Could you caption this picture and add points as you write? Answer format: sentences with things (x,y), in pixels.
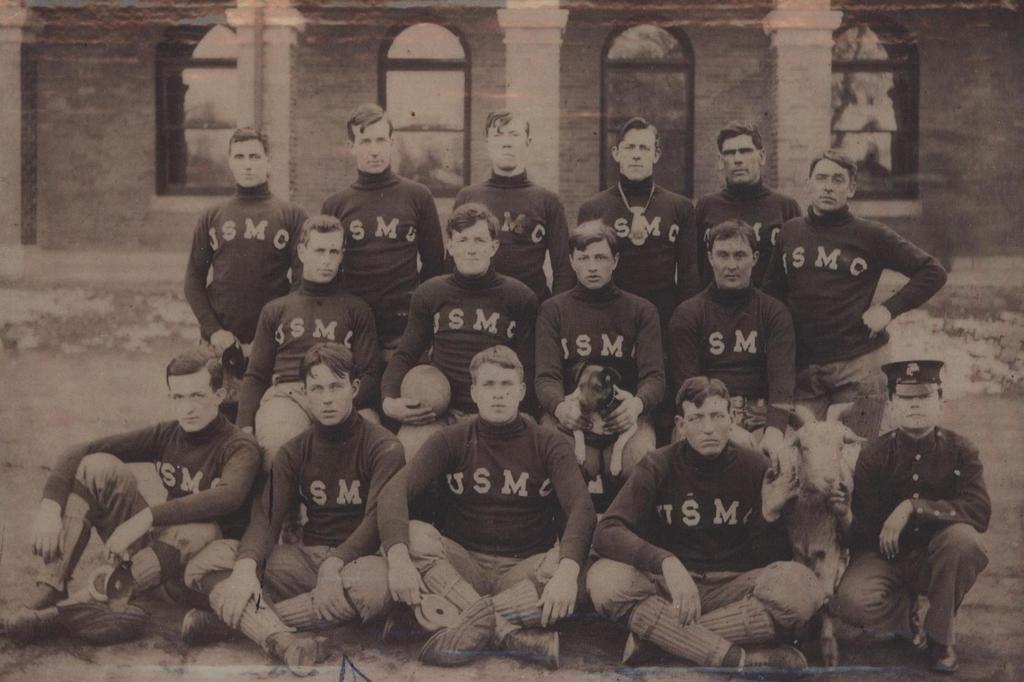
It is an old image there are a group of men (308,339) posing for the photo and there are two animals (822,494) in between them, behind the people (312,265) there is a building (295,90) with four windows (463,77) and there are some pillars (779,60) in front of those windows (625,71).
